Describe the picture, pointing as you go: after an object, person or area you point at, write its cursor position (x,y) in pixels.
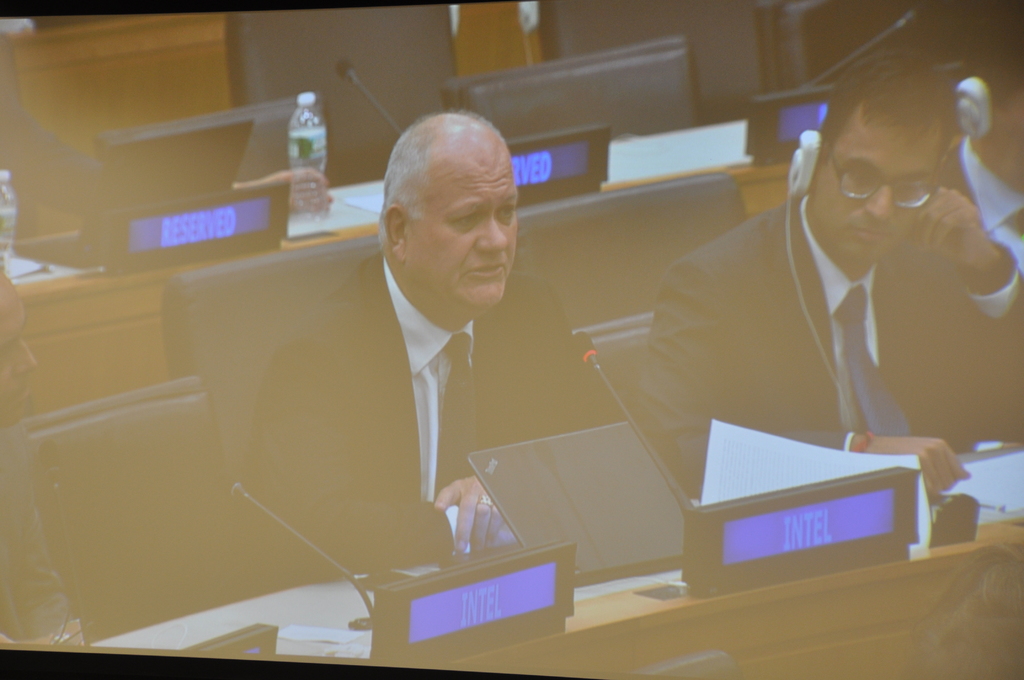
In this image we can see group of persons (360,380) sitting in front of a table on chairs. One person (822,199) is wearing headset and spectacles (855,190). On the table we can see a microphone (628,412), laptop (595,522) and group of screens (820,508). In the background (300,143) we can see a water bottle (310,134).
